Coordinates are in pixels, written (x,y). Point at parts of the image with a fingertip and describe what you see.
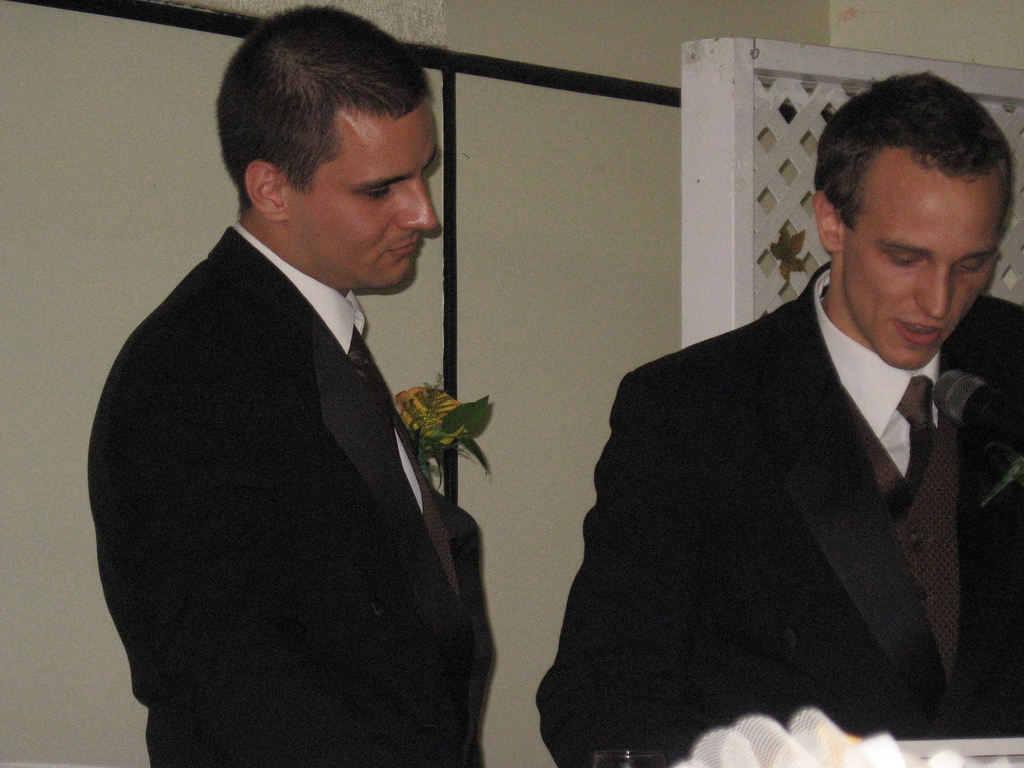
In this picture we can see two men (168,369), they wore black color suits (385,455), behind them we can see a wall (467,344).
